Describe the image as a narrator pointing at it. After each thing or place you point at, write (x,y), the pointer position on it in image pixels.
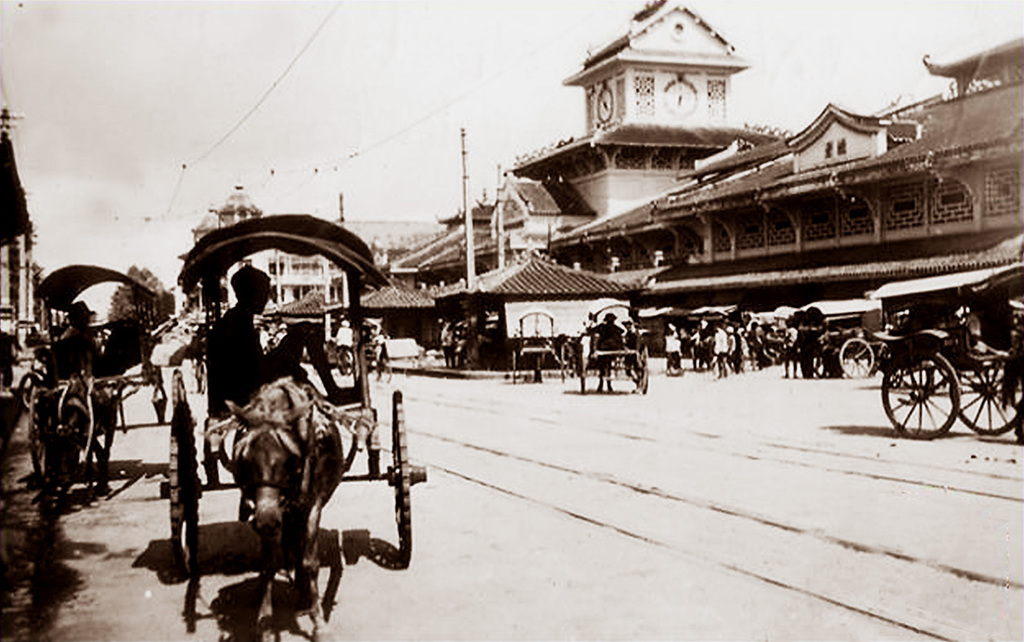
This is an edited image. In this picture we can see some persons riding horse cart (324,455). In the middle of the image (424,329) we can see buildings (557,194), poles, clocks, roof (838,121) and some persons (488,330), wires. At the top of the image (298,36) we can see the sky (322,37). At the bottom of the image (538,585) we can see the road (520,598).
